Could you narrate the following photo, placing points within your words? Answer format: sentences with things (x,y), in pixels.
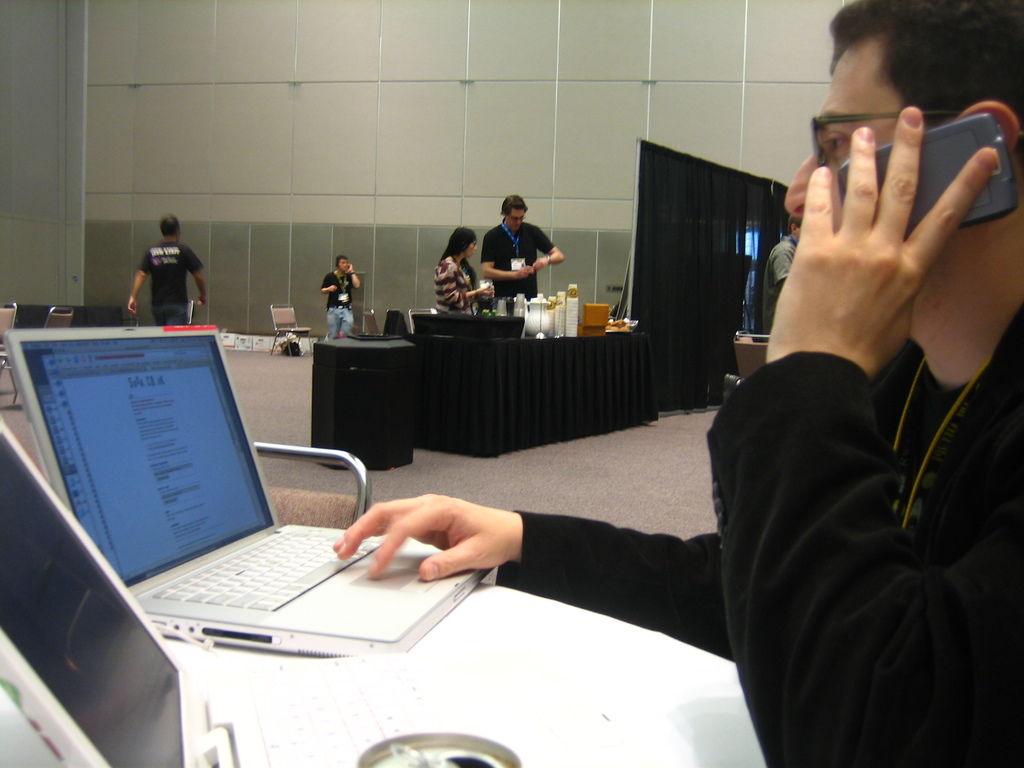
This image consists of few people (776,709). In the front (877,660), the man (867,705) wearing black jacket (882,629) is using a laptop (198,591). In the middle (477,424), there is a table (464,418) and a curtain (707,299) in black color. In the background (422,222), there is a wall (424,247). At the bottom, there is a floor (673,503).
